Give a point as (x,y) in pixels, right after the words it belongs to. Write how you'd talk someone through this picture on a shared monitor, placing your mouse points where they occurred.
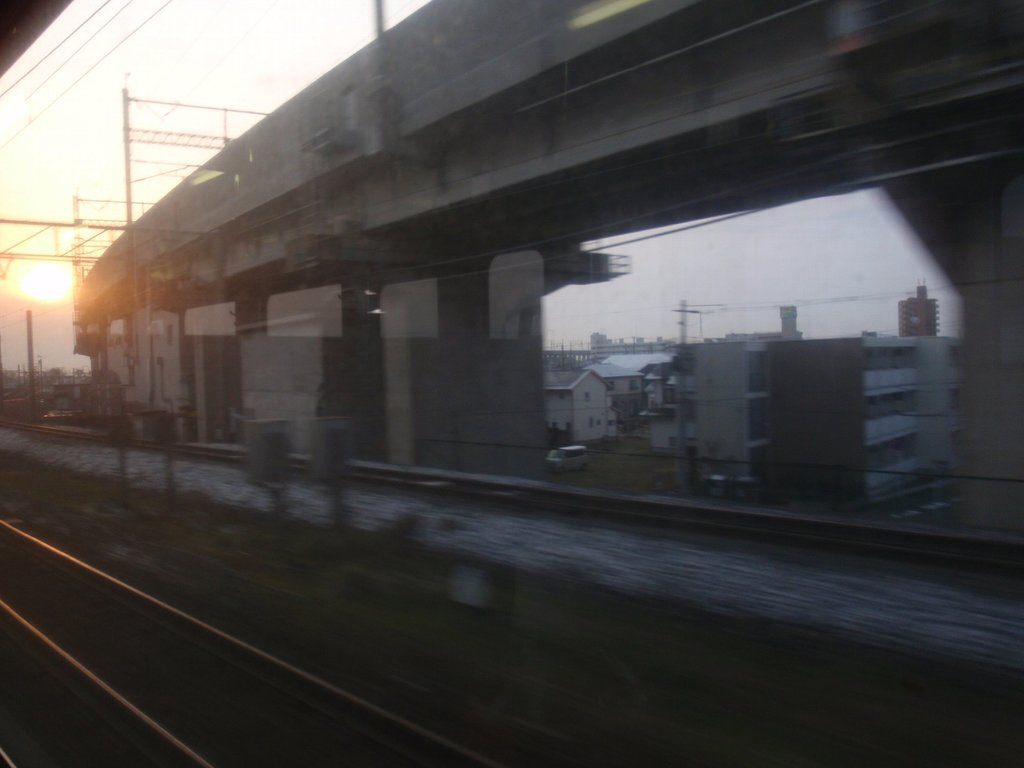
In this image we can see some buildings (822,412), one big bridge (531,86), some poles (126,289), some objects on the ground (618,451), some current poles (130,148) with wires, some iron rods (66,255), some vehicles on the ground (604,463), some railway tracks (671,511), some stones (487,532) near the track (554,497), some grass (49,470) on the ground (597,482) and at the top (14,99) there is the sun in the sky (60,149).
